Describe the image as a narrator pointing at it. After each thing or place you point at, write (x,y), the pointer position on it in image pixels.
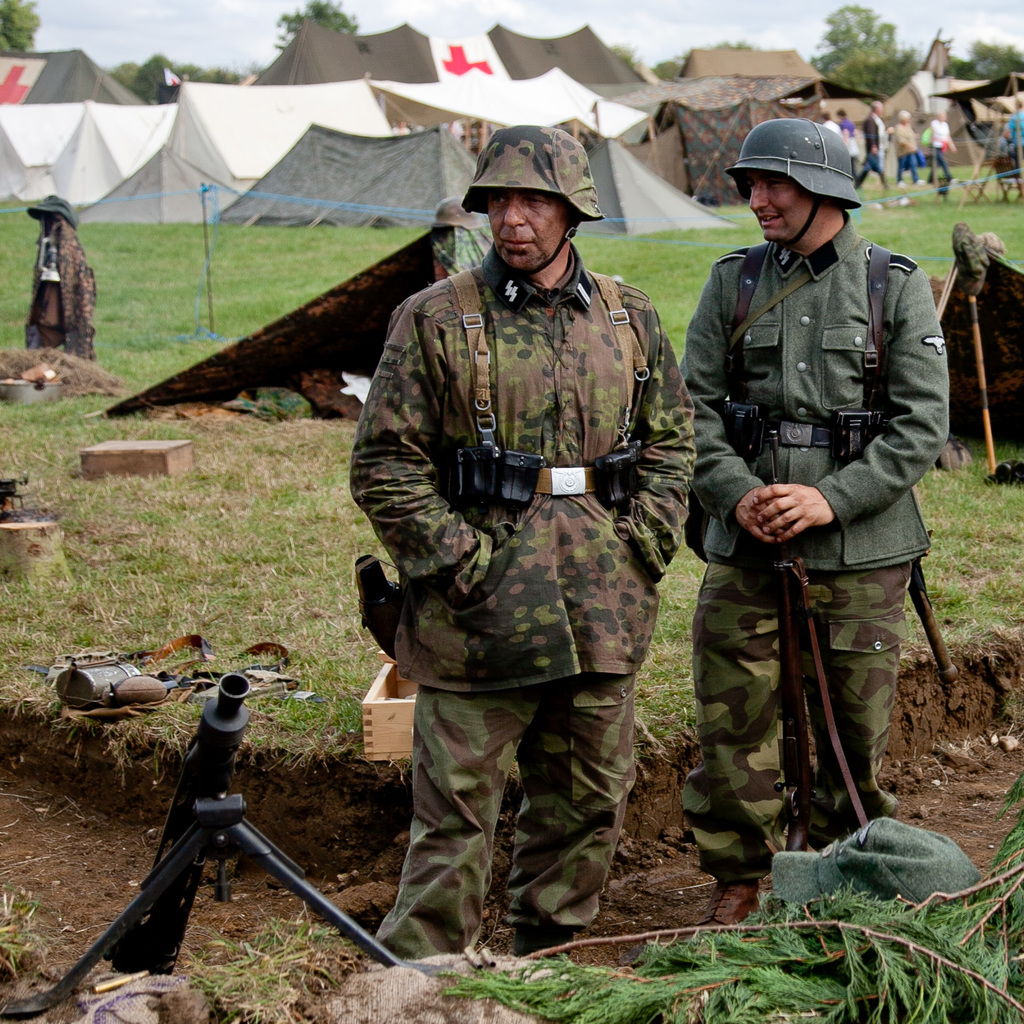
In this picture we can see there are two people (613,472) standing and a man (810,500) is holding a gun (794,619). In front of the two men (623,544) there is a cap (814,895) and a stand (186,771). Behind the two men (612,406) there is a net (763,83), tents (401,188) and some objects (95,659). On the right side of the tents (676,118), there are some people (876,139) walking. Behind the tents (277,133), there are trees (873,73) and the sky (689,31).
